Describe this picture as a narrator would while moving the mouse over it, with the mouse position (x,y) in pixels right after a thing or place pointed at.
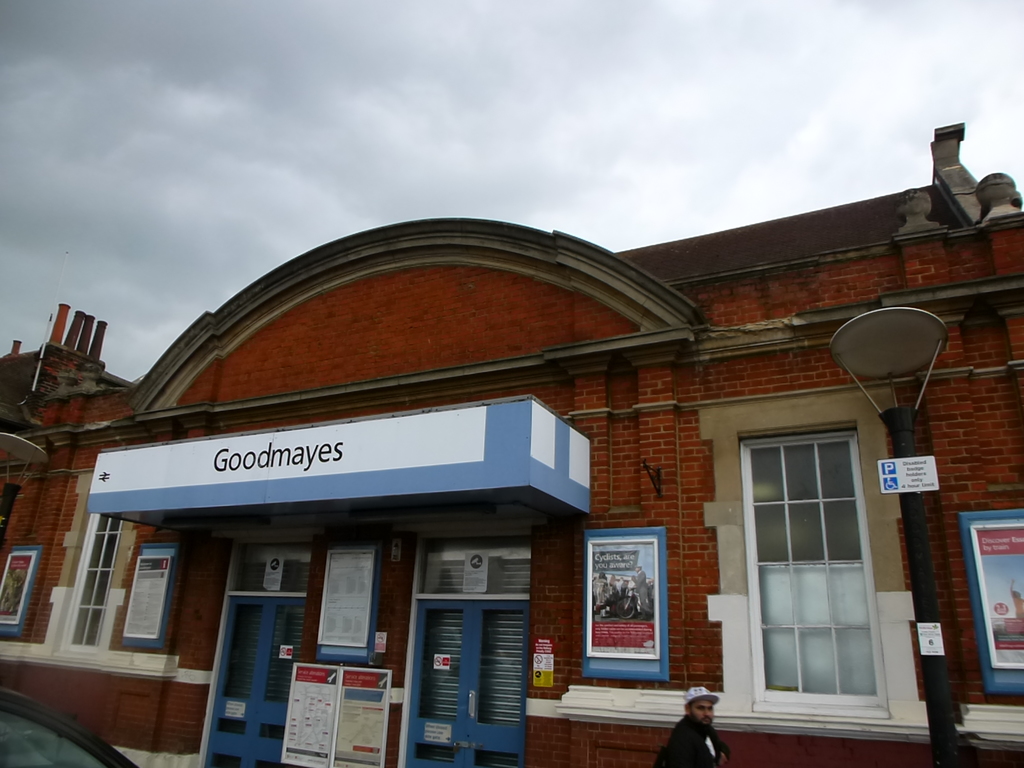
In this image we can see a building (664,471), poles (907,511), boards (319,710) and a person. At the top of the image (622,31), we can see clouds (295,48). It seems like a car (35,752) in the left bottom of the image (52,732).
